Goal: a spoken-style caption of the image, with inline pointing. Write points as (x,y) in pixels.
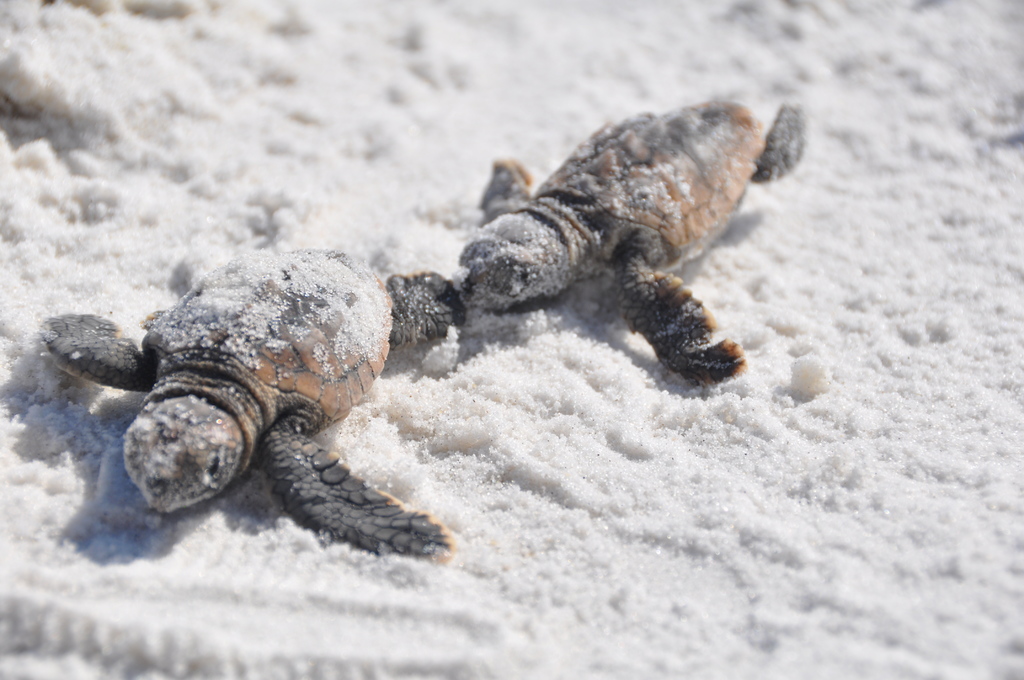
In this picture we can see 2 baby turtle (440,557) on the white sand (340,242).
